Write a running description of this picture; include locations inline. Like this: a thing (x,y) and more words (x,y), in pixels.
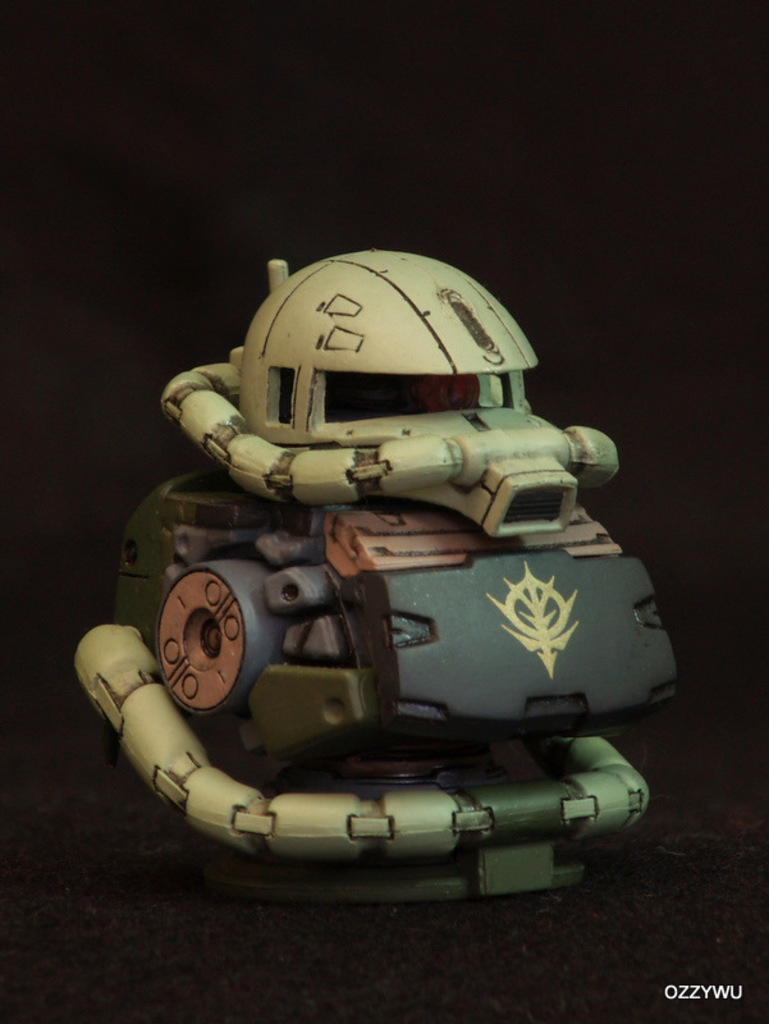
In this picture I can see there is a toy (388,515) placed on the surface (371,962) and there is something written at the right bottom of the image (738,990) and the backdrop (672,153) is dark.
